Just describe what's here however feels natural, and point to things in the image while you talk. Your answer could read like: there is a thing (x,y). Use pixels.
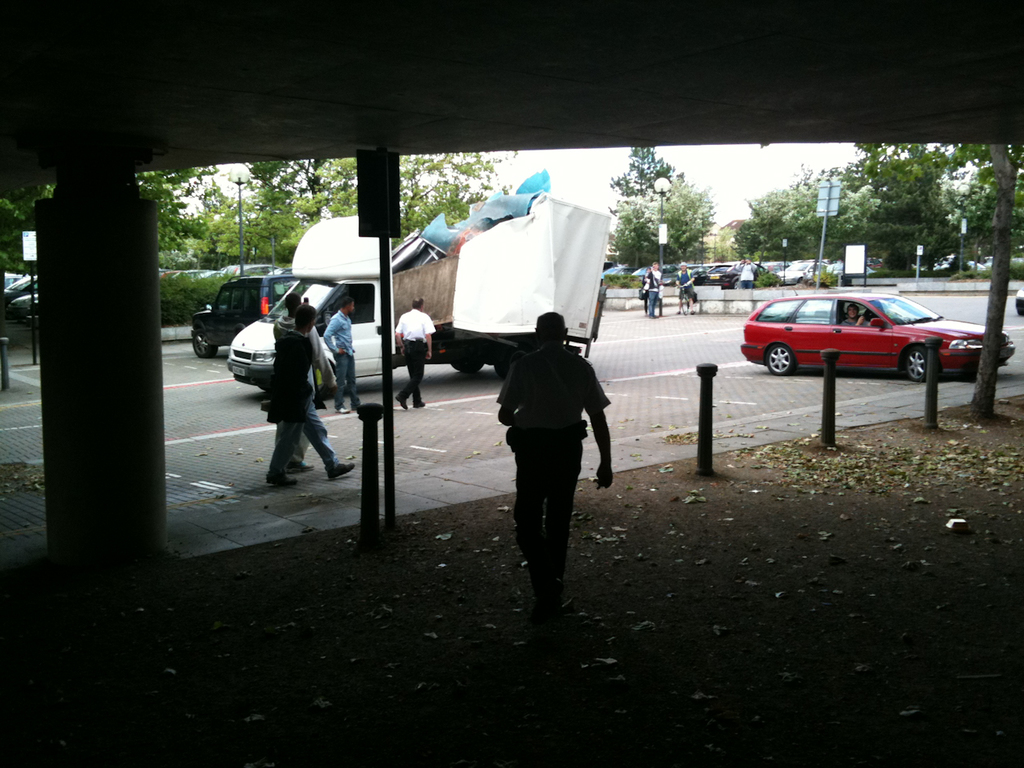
There are so many people (516,427) walking and there is a car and truck (329,289) on road (5,450).
